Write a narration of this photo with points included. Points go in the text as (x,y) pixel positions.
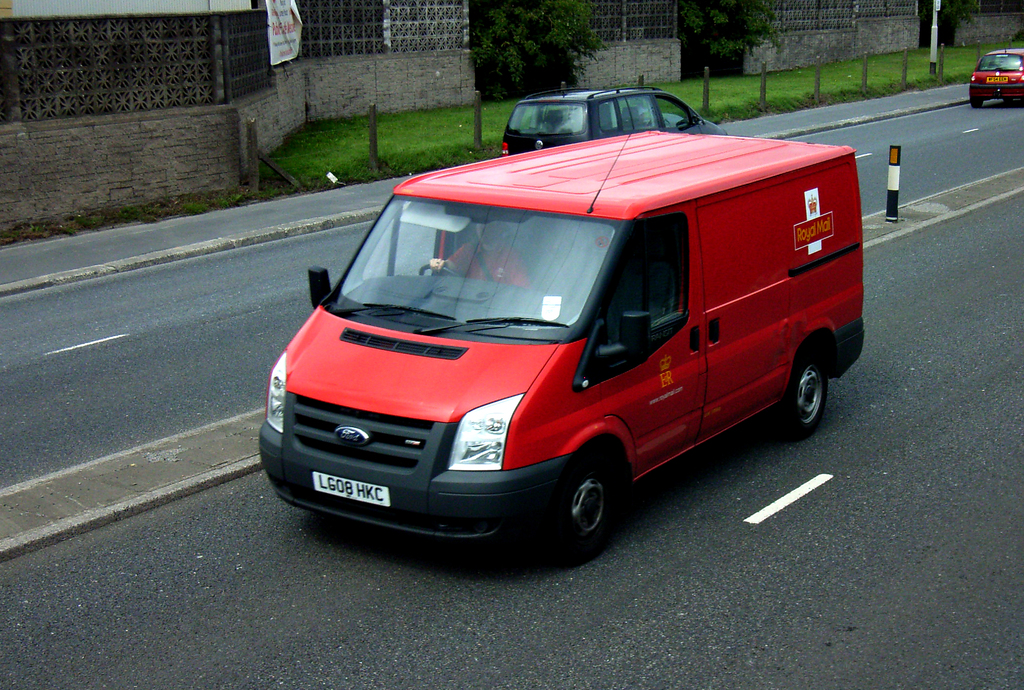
In this image I can see the road (815,572), a pole (893,194) which is white and black in color, a car (687,308) which is red and black in color on the road (912,151), few other vehicles (647,130) on the road (1017,116) and in the background (412,146) I can see few poles (372,117), some grass (403,133) on the ground (446,111), a building (420,88), a white colored banner (287,39) to the building (337,55) and few trees (507,40) which are green in color.
